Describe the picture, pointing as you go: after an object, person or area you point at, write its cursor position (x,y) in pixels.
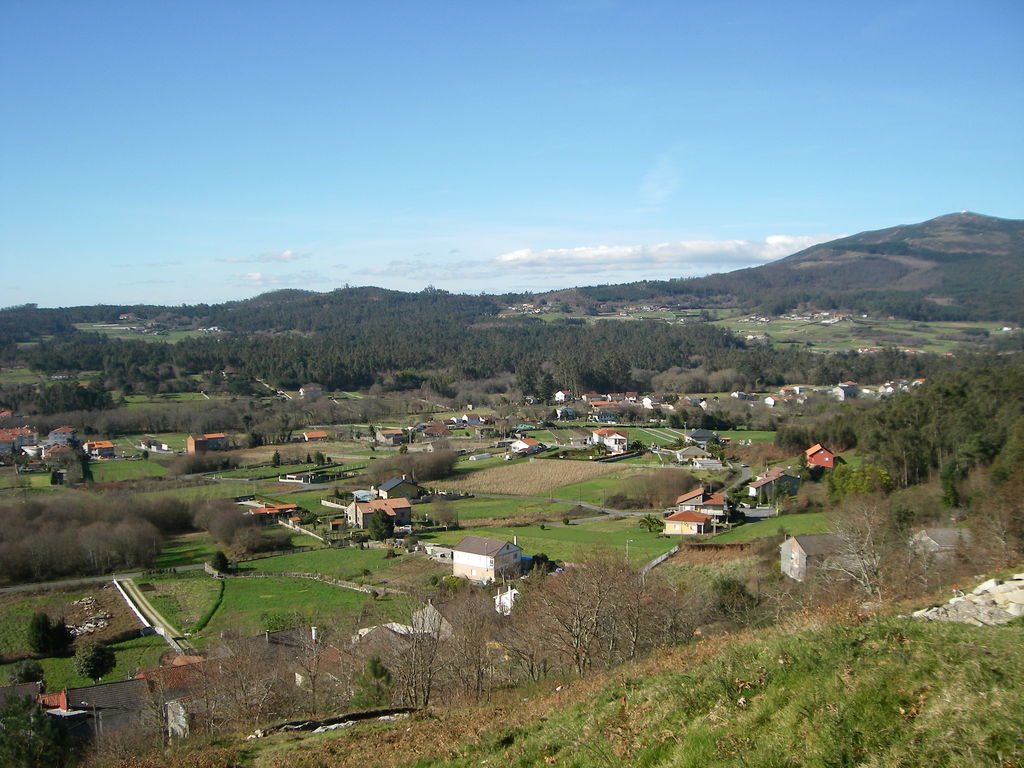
In this image we can see some houses (501,609), trees (519,394) and in the background of the image (619,290) there are some mountains (805,251), clear sky (415,57).
